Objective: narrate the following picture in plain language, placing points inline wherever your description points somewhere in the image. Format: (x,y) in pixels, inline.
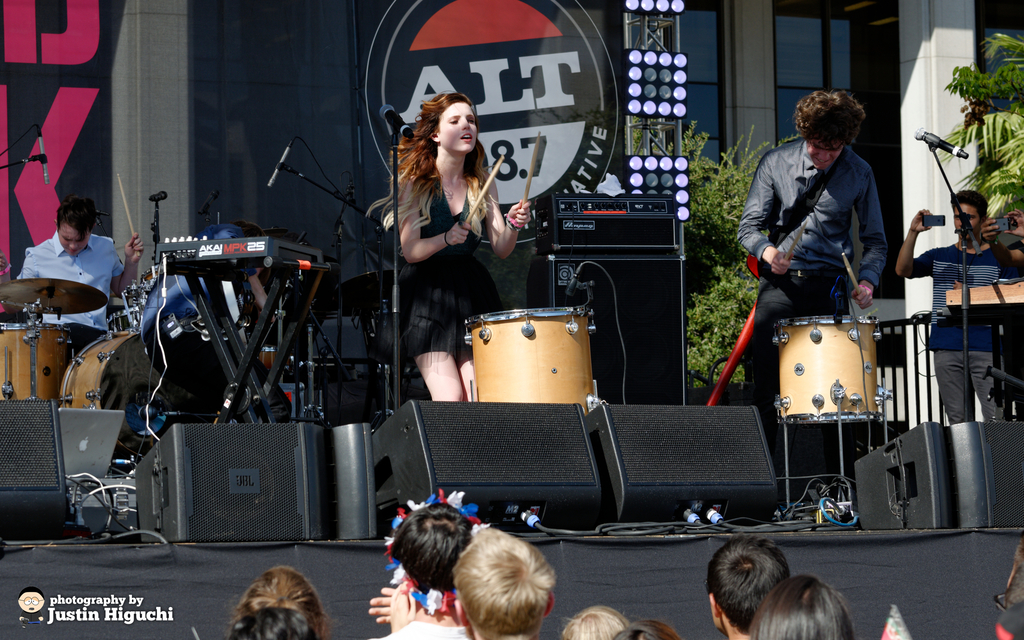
In this image there are some musicians (422,358) performing on the stage (744,430) at the extreme right person (951,372) standing wearing a blue shirt (952,333) is holding a phone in his hand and taking videos, the right side person (821,259) standing in front of the drum (821,365) is playing the drum (827,368), in the middle (456,237) a woman (452,231) standing is playing the musical drum (530,351) at the left side (105,275) person (91,268) sitting is playing the musical instrument (89,351) which is in front of him. In front of the stage (561,574) there is a crowd (466,616) enjoying the performance. In the background of this woman (431,144) there is a black colour sheet (290,84) which is written alt 8. 7 and there is some trees (707,264) and in the building (740,82) in the background (739,79).
